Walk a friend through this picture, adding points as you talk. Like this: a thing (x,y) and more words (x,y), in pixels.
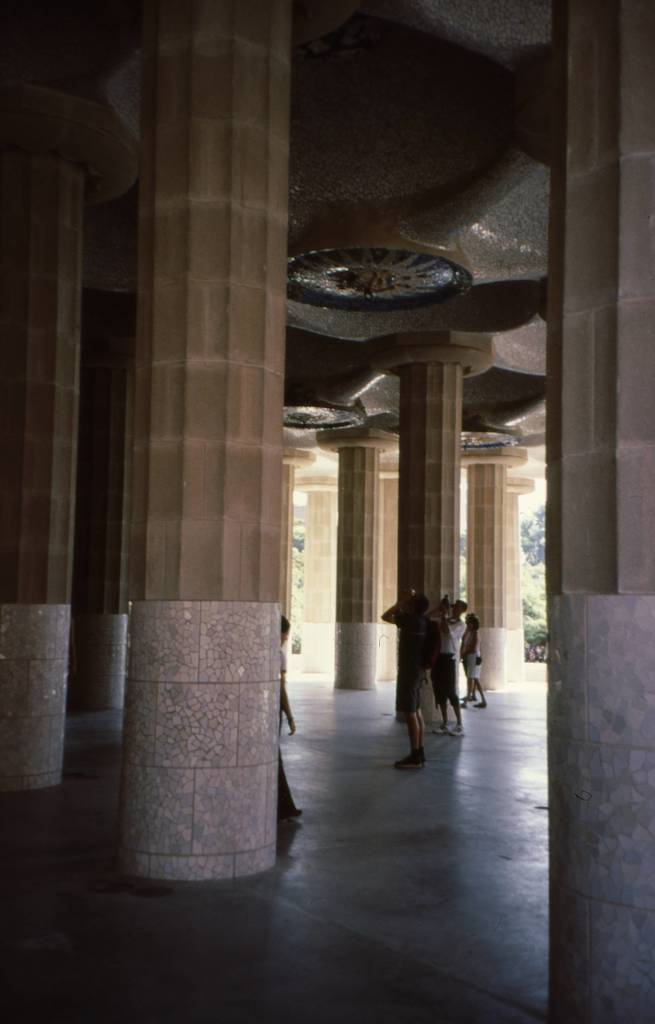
In this image, we can see pillars (553,198), people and floor (332,916). Background there are few trees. Here we can see the ceiling (445,206).
